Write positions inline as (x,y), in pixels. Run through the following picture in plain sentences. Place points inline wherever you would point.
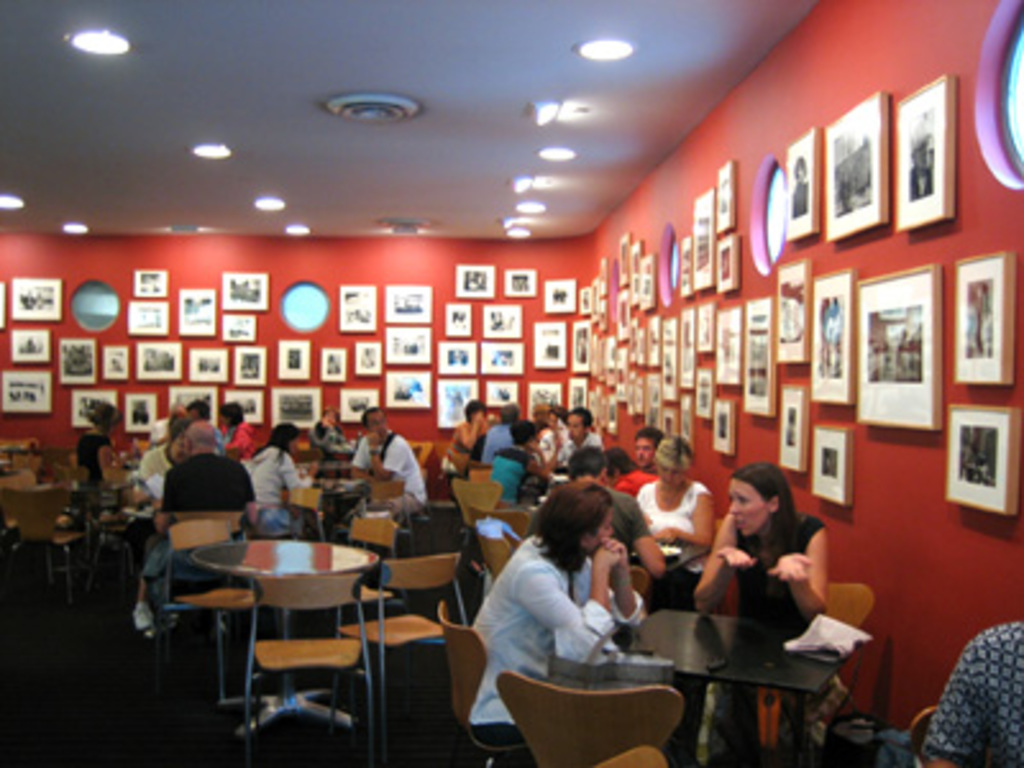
In the picture we can see a group of people (376,422) sitting on a chairs (35,469) near the tables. In the background (756,284) we can find a wall (404,268) which is red in colour and to the wall (389,278) there are many photos (601,304) pasted on it. In the ceiling (572,103) we can see lights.
